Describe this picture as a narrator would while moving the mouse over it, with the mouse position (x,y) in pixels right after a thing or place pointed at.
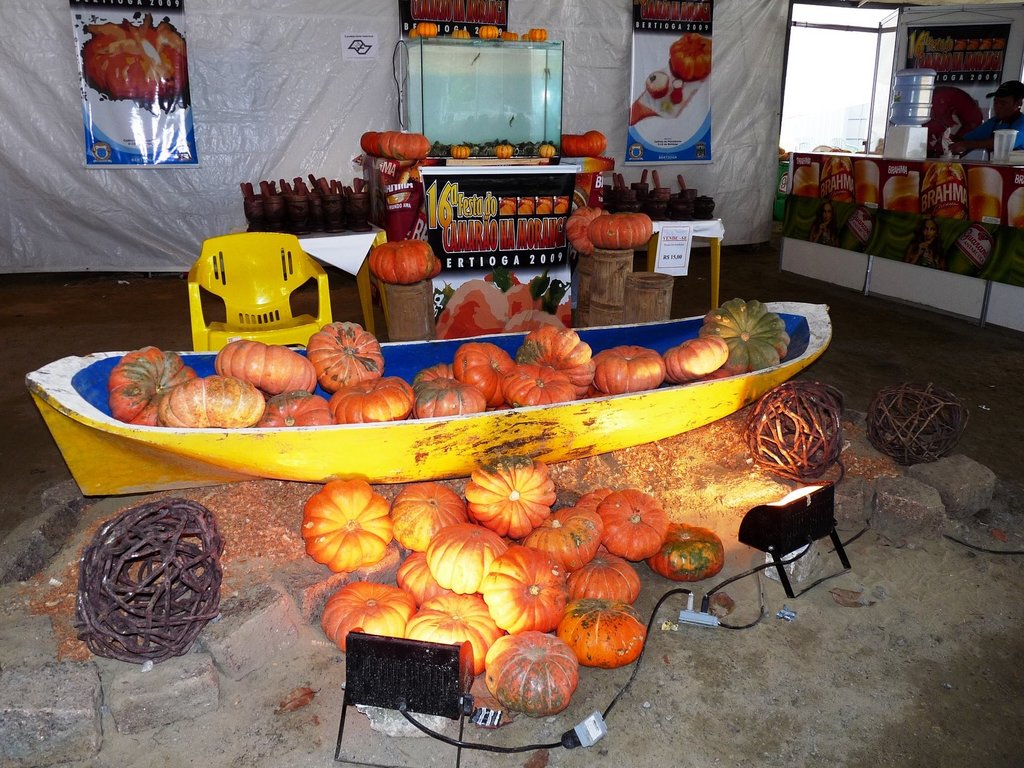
In the image there are many pumpkins (520,612) on the floor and some are on the ship (524,414), in the back (495,53) there is a table (588,159) with pumpkins (376,136) and aquarium (484,124) behind it, on the right side (926,152) there is a water tin (921,138) on the table (936,178) with a person (1002,106) behind it in front of window (846,24), there are banners (680,45) on the wall (614,89).
